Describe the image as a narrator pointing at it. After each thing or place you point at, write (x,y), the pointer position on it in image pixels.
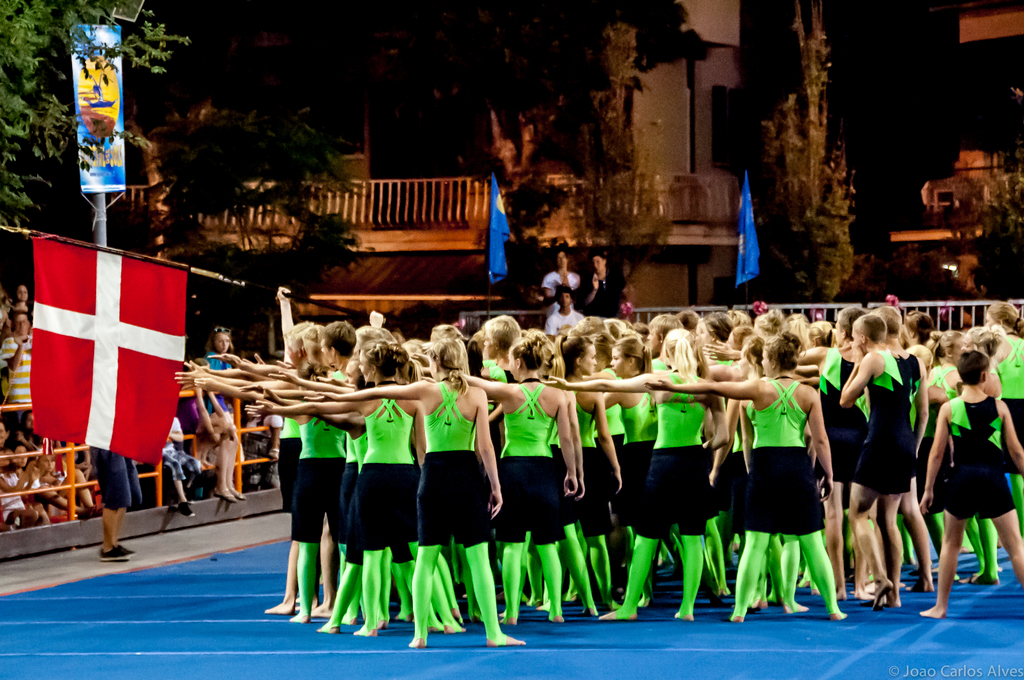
In this image we can see few persons (475,551) are standing on the carpet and among them a person (124,497) is holding a flag pole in the hands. On the left side (77,511) there are few persons (82,512) at the fence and a hoarding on a pole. In the background (585,204) there are few persons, buildings (472,176), trees (996,271) and flags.
